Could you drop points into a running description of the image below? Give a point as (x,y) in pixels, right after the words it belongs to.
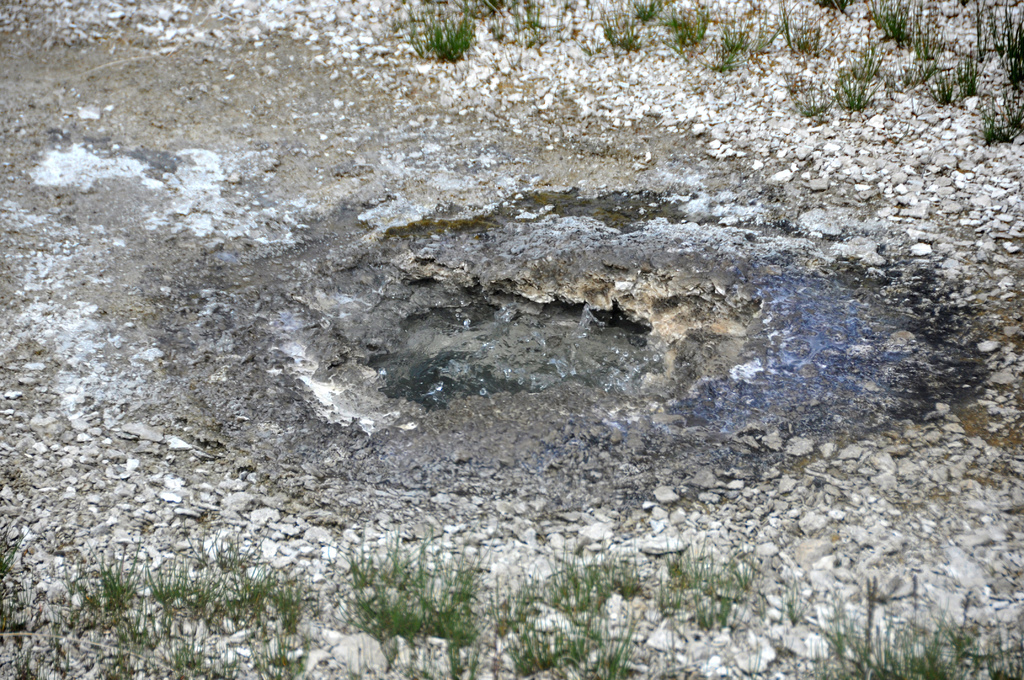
In this picture we can see water (420,378), stones (552,548) and grass (458,602).
